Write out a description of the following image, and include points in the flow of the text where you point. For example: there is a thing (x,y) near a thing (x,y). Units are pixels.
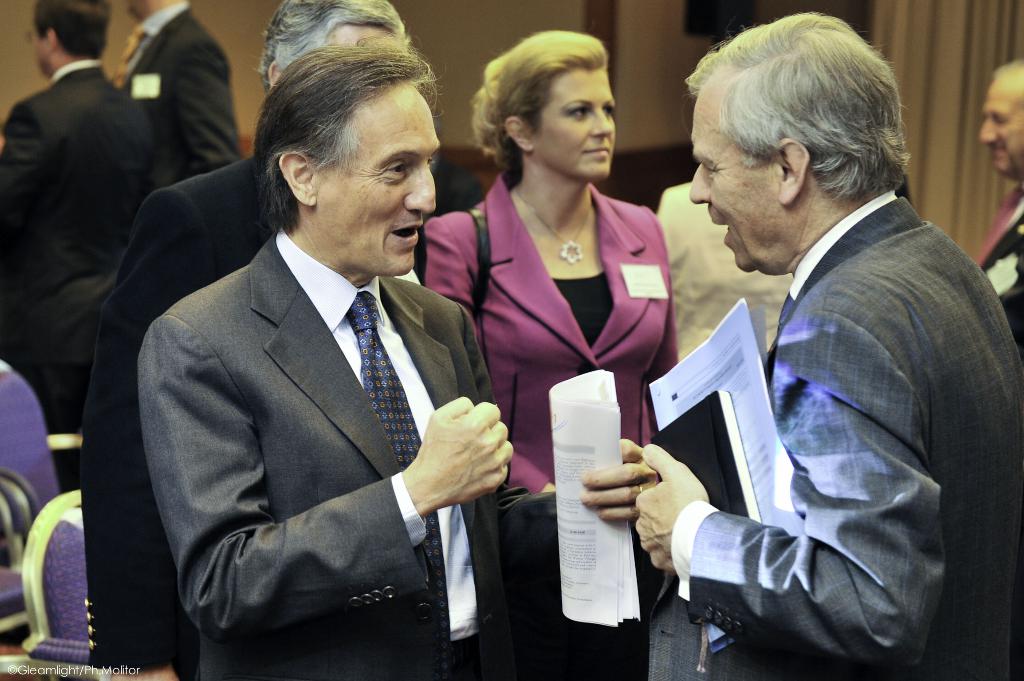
In this picture we can see a person (352,138) holding papers (612,614) in his hand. We can see another person (690,561) holding the papers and a book (709,441) in his hand (668,453) on the right side (722,481). Few people (661,356) are visible at the back (709,303). We can see some chairs (59,438) on the left side (21,474). There is some text (58,666) visible in the bottom left (77,666). We can see a curtain (953,73), an object (740,17) and a wall (646,118) in the background (629,11).
